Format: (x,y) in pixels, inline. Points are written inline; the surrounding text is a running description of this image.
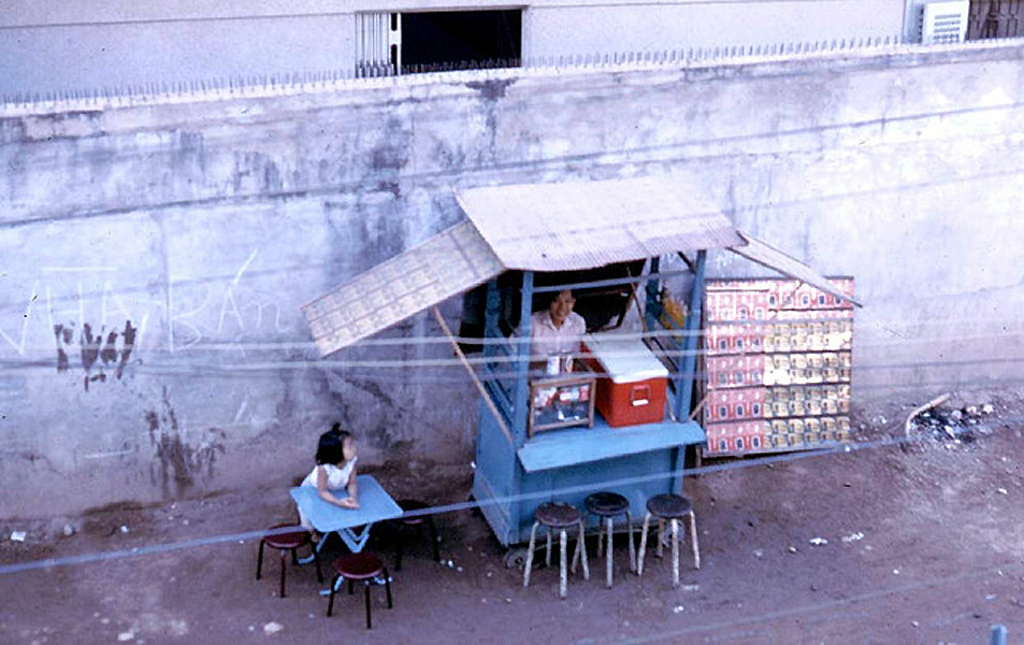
The is picture of the outside of the city. It is very sunny. There are two people (576,329). One is standing and another one is sitting on the chair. The standing of the woman (552,311) is smiling. She is selling to the coffee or tea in front of the shop (508,393) is some stools (572,518) are here back side of the shop (634,510) is one fencing wall (485,169) is there.
